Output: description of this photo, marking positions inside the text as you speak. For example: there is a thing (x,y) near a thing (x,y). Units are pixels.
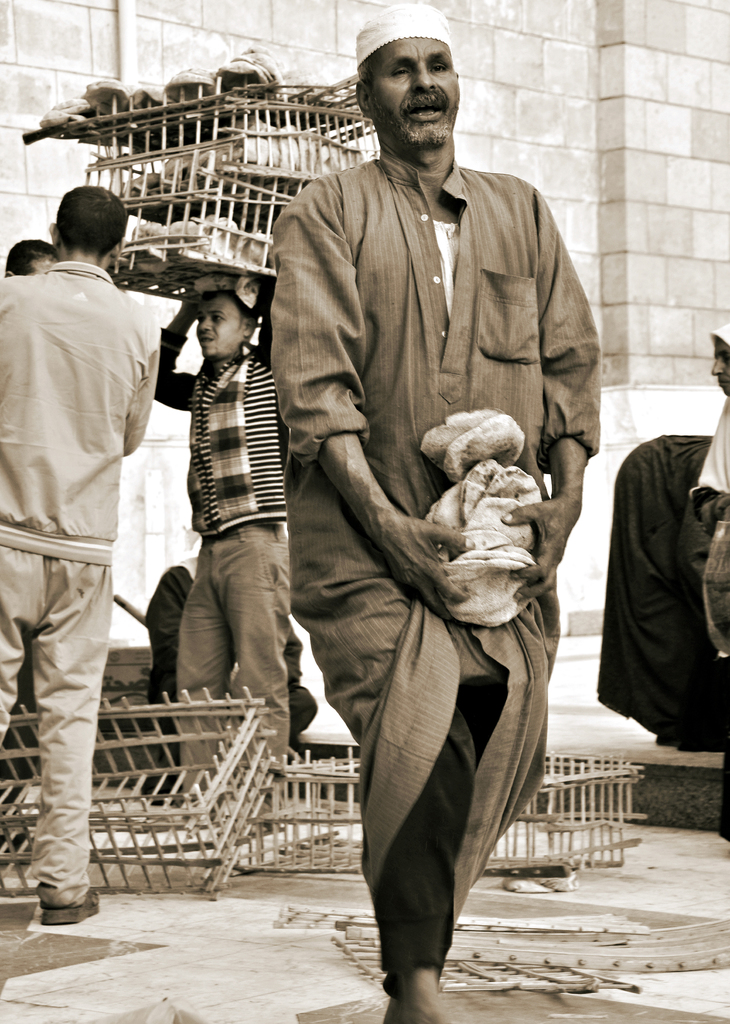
In this image I can see few people (55,494) wearing the dresses (268,545) and I can see one person (215,379) carrying the baskets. In the background (14,21) I can see the wall (643,368).
